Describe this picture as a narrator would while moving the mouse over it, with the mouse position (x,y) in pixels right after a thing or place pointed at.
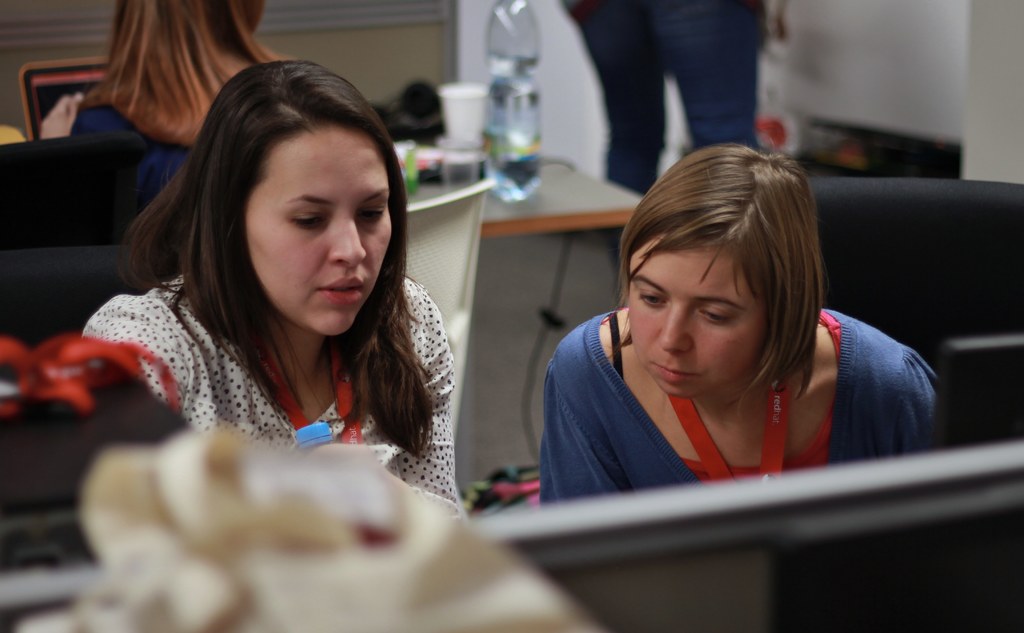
Here we can see two women (702,404) are sitting on the chairs (932,362). There is a table (514,210). On the table (503,223) there is a bottle (519,183), cup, and objects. In the background (142,118) we can see two persons (727,9) and wall (856,106).
